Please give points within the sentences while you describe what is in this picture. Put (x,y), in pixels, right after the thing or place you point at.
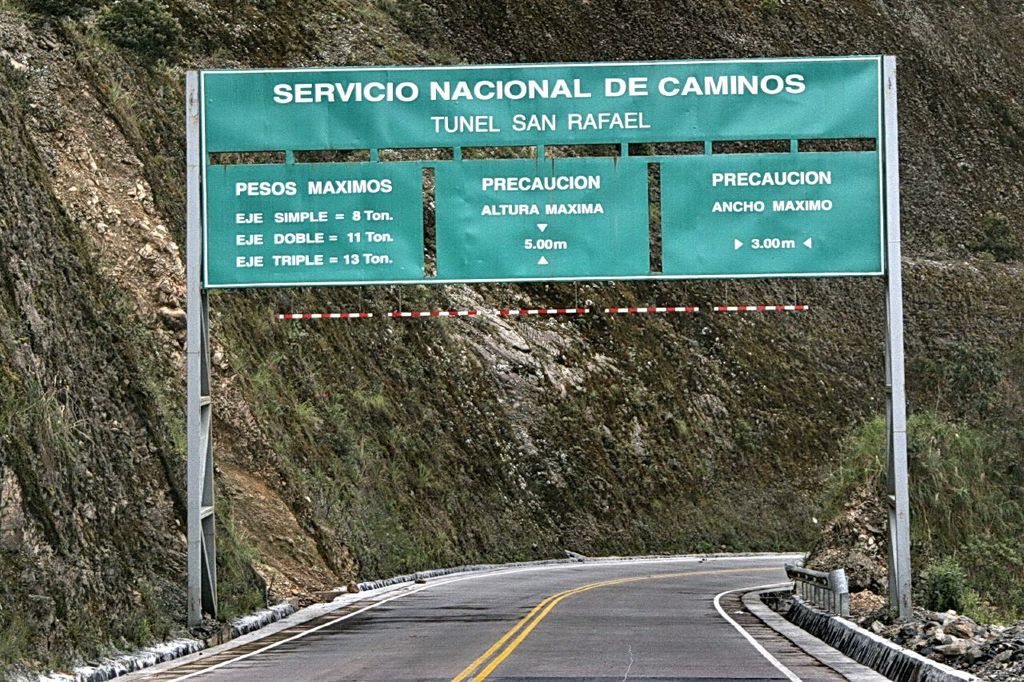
In this image we can see there is a road (584,632), above the road (668,603) there is a board (438,229) with some text (250,263) and attached to poles (896,578). In the background (224,601) there is a mountain (947,478).
